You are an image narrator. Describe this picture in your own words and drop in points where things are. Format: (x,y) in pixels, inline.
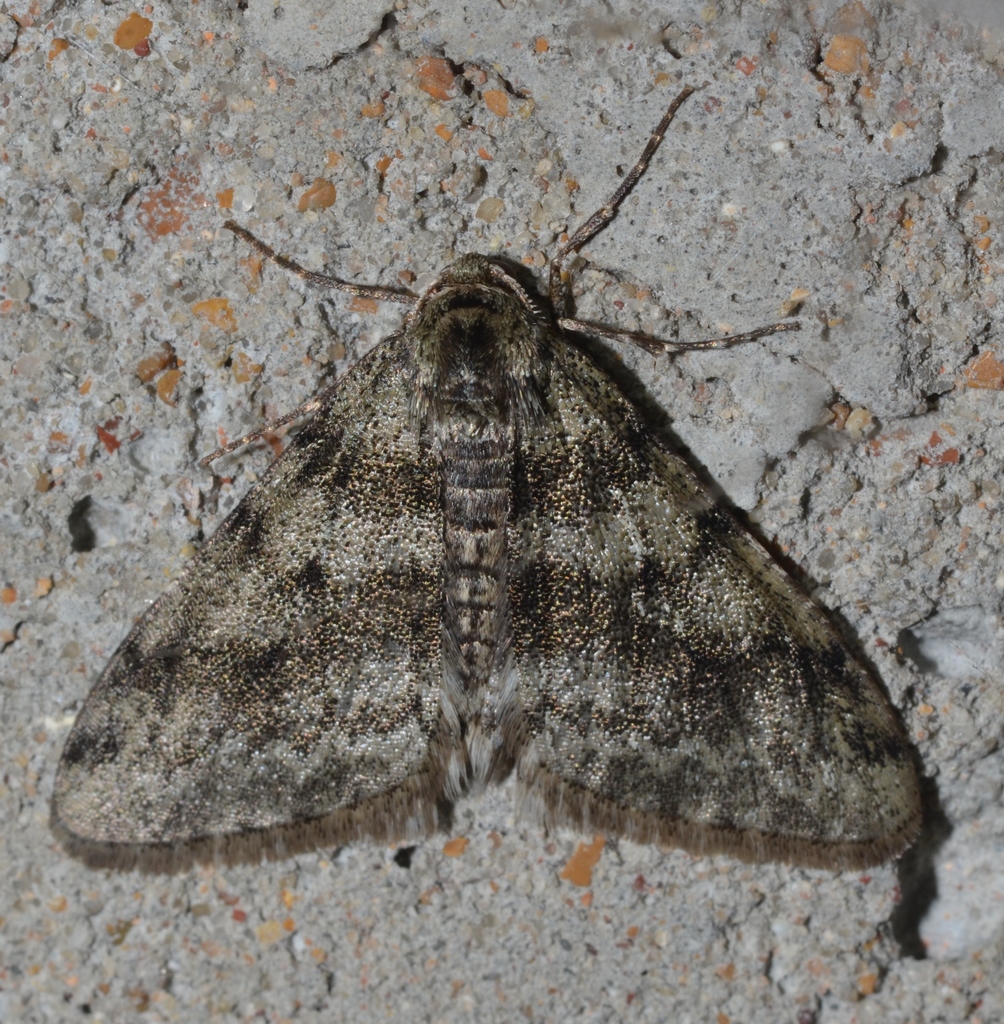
In this image we can see an insect (201,864) on the surface (258,161) and the surface (349,98) looks like a cement base (263,1021).
